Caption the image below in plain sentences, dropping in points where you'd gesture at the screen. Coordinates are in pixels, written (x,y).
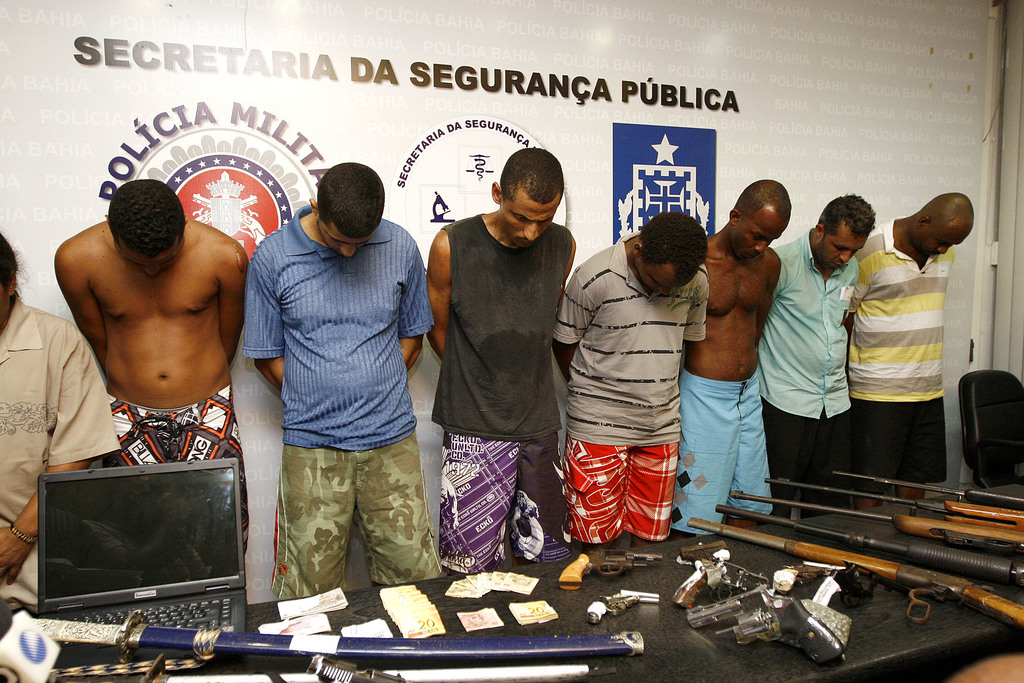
In this image we can see many persons (438,405) standing at the table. On the table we can see laptop (184,549), currency (320,609) and weapons (829,612). In the background (21,123) we can see an advertisement (412,106).
